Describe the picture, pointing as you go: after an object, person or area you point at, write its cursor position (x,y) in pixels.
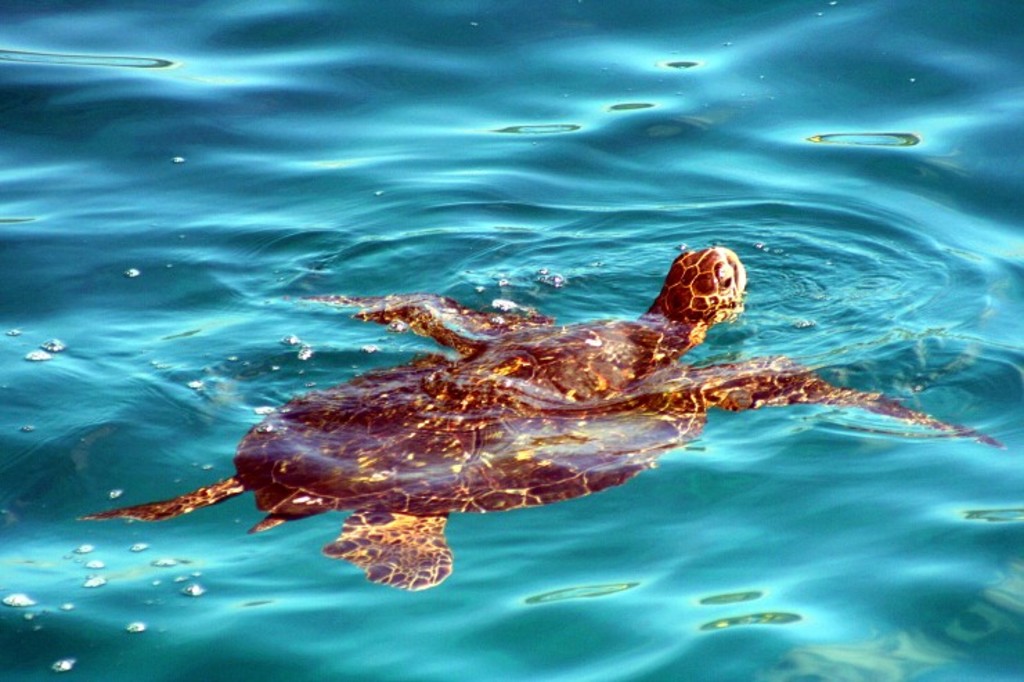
Here in this picture we can see a tortoise (489,334) floating in the water (434,284) over there.
